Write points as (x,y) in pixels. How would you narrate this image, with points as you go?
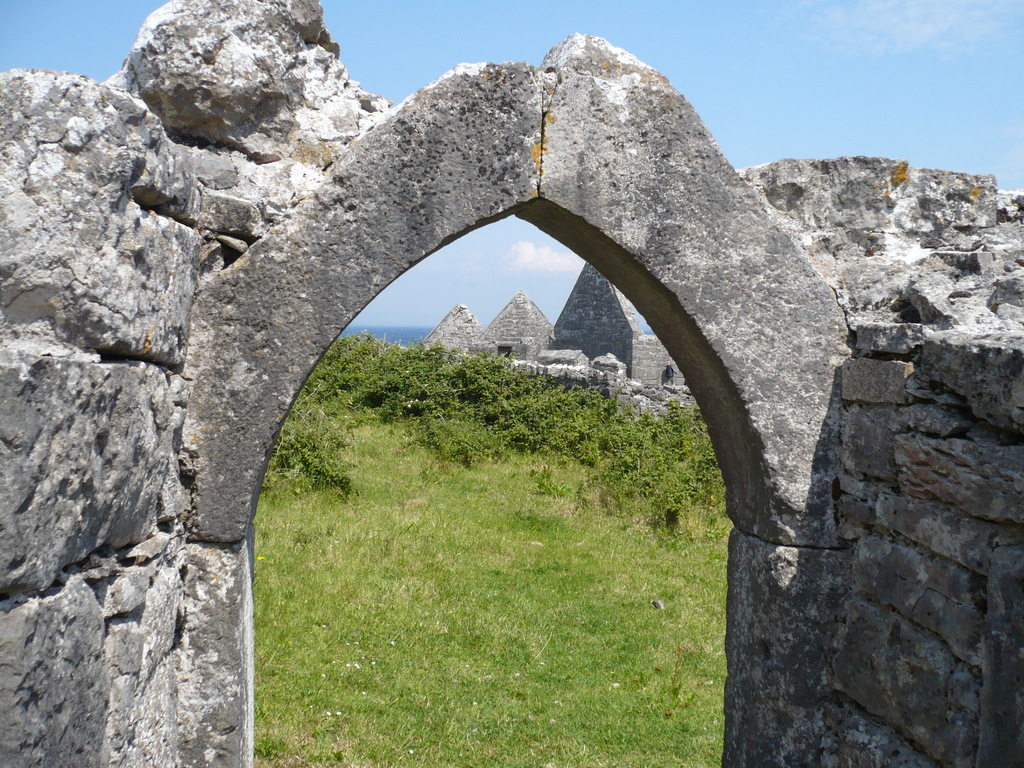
In this picture we can see an arch (295,379), grass (702,684), trees (397,366), walls (660,404), stones (260,104) and in the background (497,255) we can see the sky (504,47).
